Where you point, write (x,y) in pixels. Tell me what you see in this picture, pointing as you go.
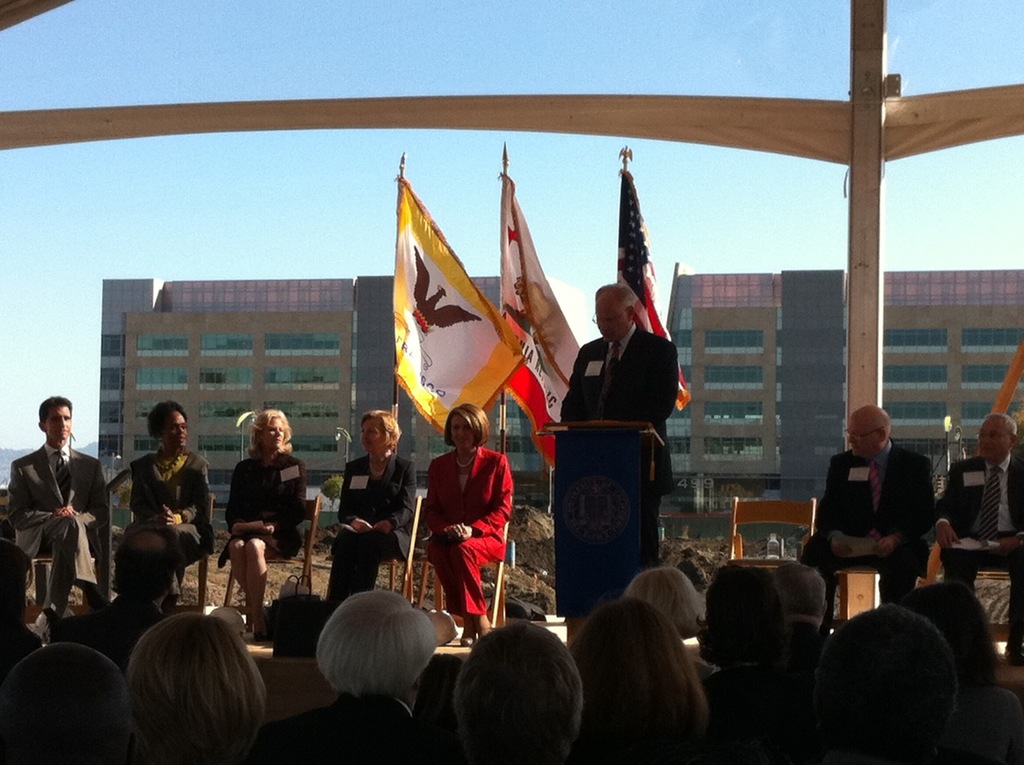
In the center of the image (632,399) we can see a man (632,399) standing, before him there is a podium (583,446) and there are people (448,551) sitting on the chairs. At the bottom (750,670) there is crowd (136,638). In the background (89,359) there are buildings (899,285), flags (435,252) and sky (562,64).
